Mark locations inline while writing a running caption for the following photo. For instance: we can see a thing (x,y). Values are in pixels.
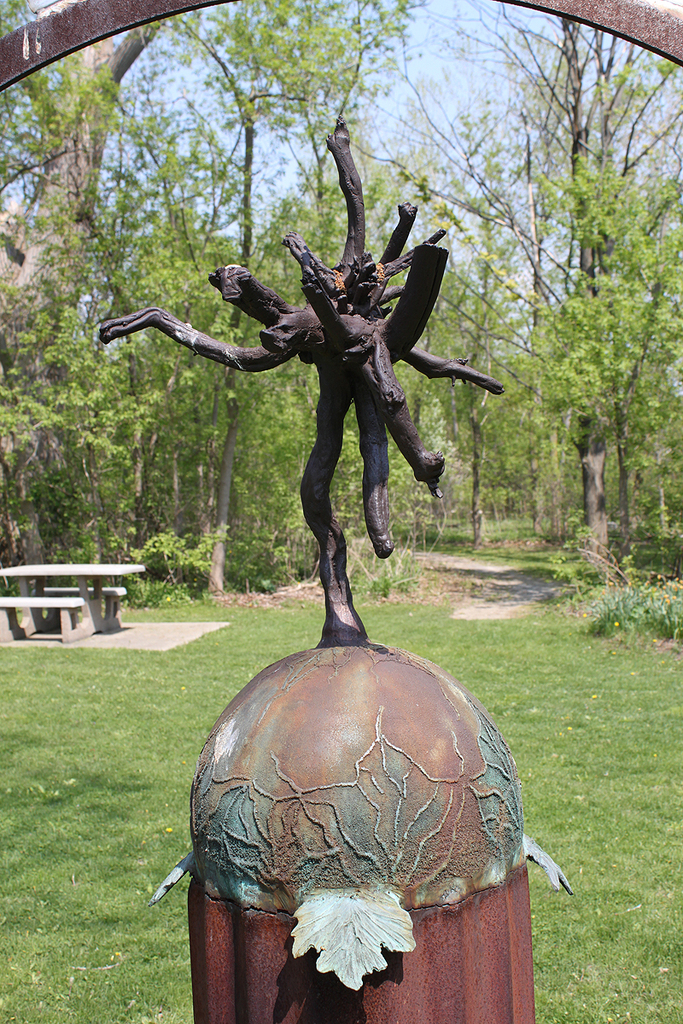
In this image we can see a sculpture (314,776). Background of the image (86,621) one bench (46,605) is present, the land (96,735) is full of grass (543,704) and trees (543,272) are there.
